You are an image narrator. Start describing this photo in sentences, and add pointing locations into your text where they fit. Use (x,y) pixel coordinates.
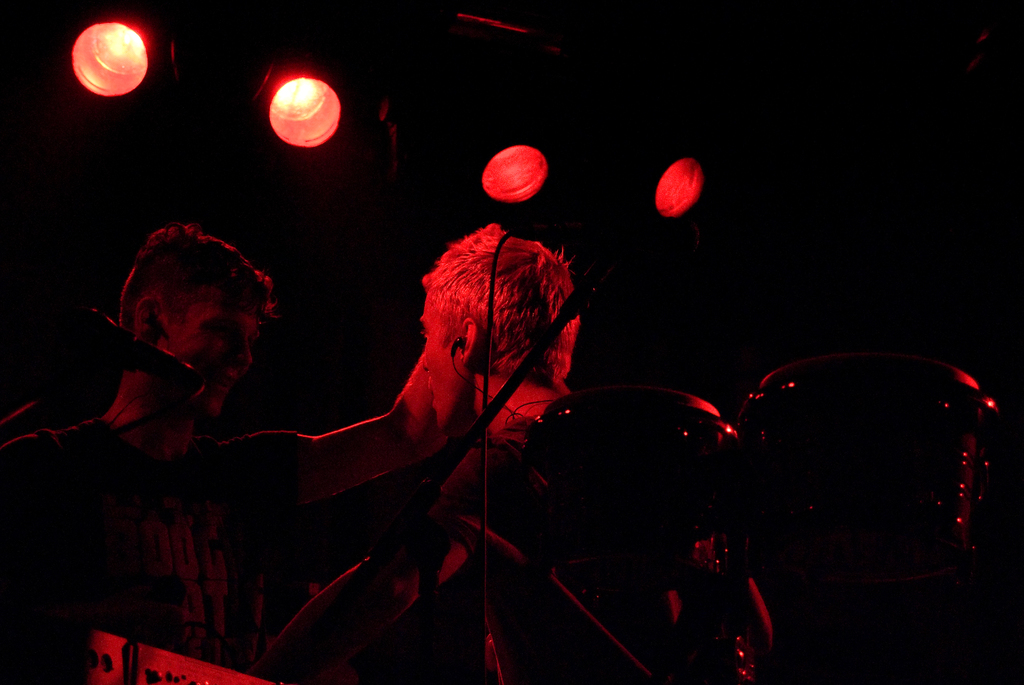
In the image there is a person (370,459) near drum (620,556) and a mic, in the background (114,88) its all dark and above there are red lights (278,95) over the ceiling (281,19).
